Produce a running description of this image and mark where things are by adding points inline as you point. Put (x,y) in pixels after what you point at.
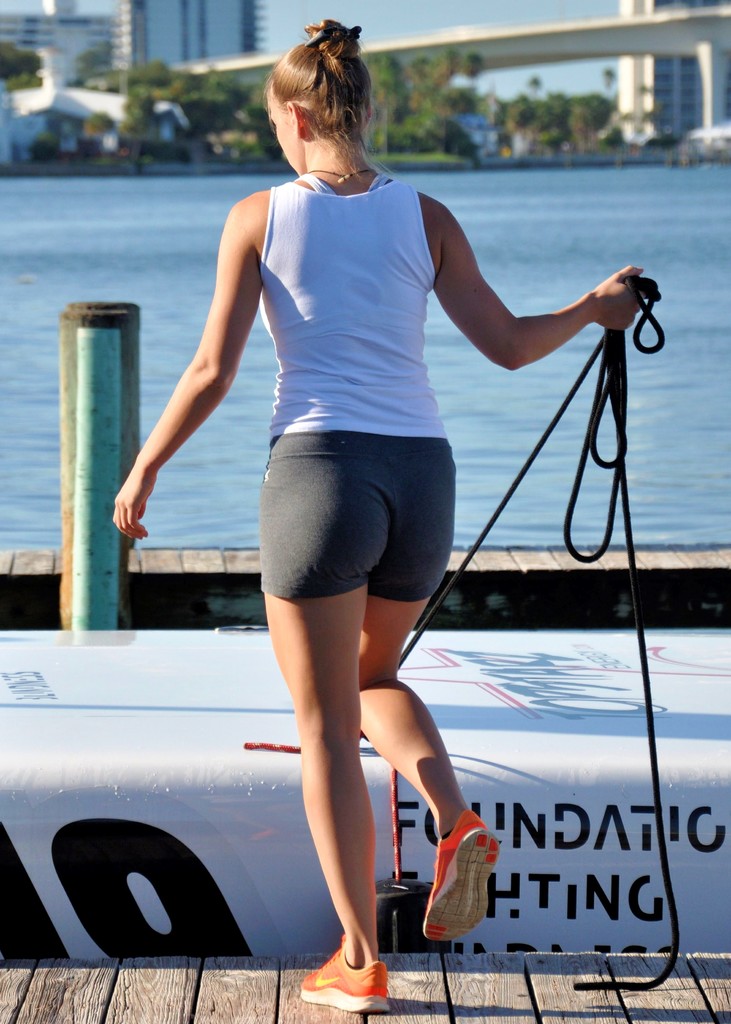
In the picture I can see a woman (435,256) standing on the wooden walkway (553,962) and she is holding the rope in her right hand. It is looking like container (434,669) at the bottom of the picture (498,861). In the background (234,396), I can see the ocean (482,183), tower buildings (208,3), bridge construction (202,70) and trees (430,55).
